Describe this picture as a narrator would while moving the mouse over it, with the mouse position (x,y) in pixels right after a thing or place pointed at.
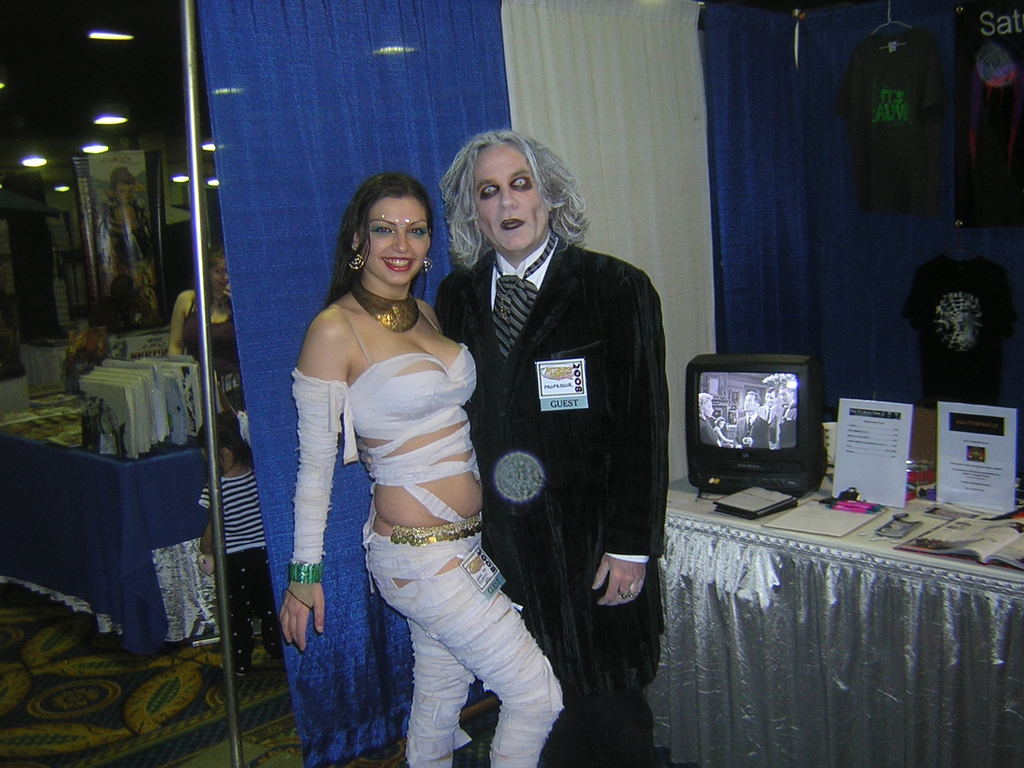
In this image, we can see two people (584,448) standing and at the right side (725,461) there is a black color television (792,439), we can see a blue color curtain (266,148).
